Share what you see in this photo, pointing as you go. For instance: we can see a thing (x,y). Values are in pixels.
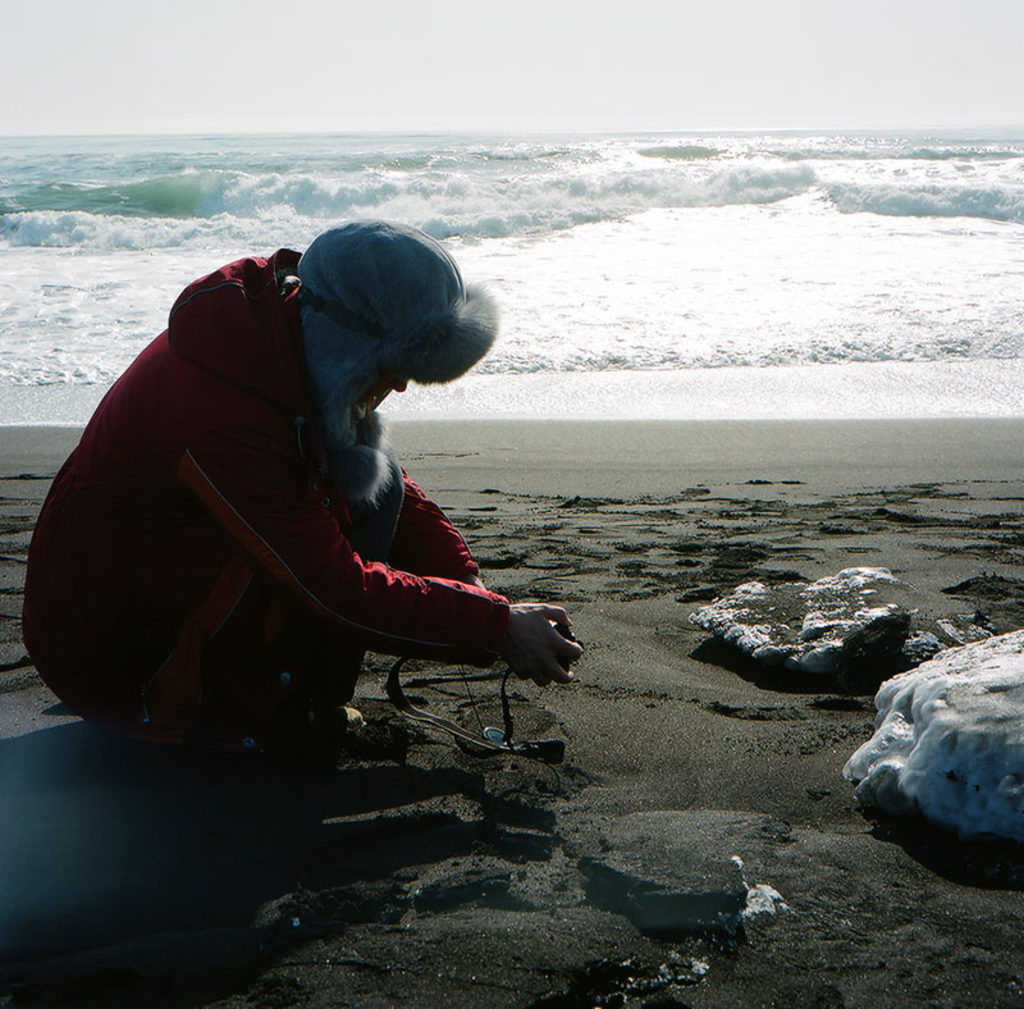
The picture is clicked in a beach (41,849). In the foreground of the picture (467,752) there are rock (886,647), sand (86,798) and a woman (275,450) sitting in the beach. In the picture there is water (692,207). Sky (663,66) is clear and it is sunny.
